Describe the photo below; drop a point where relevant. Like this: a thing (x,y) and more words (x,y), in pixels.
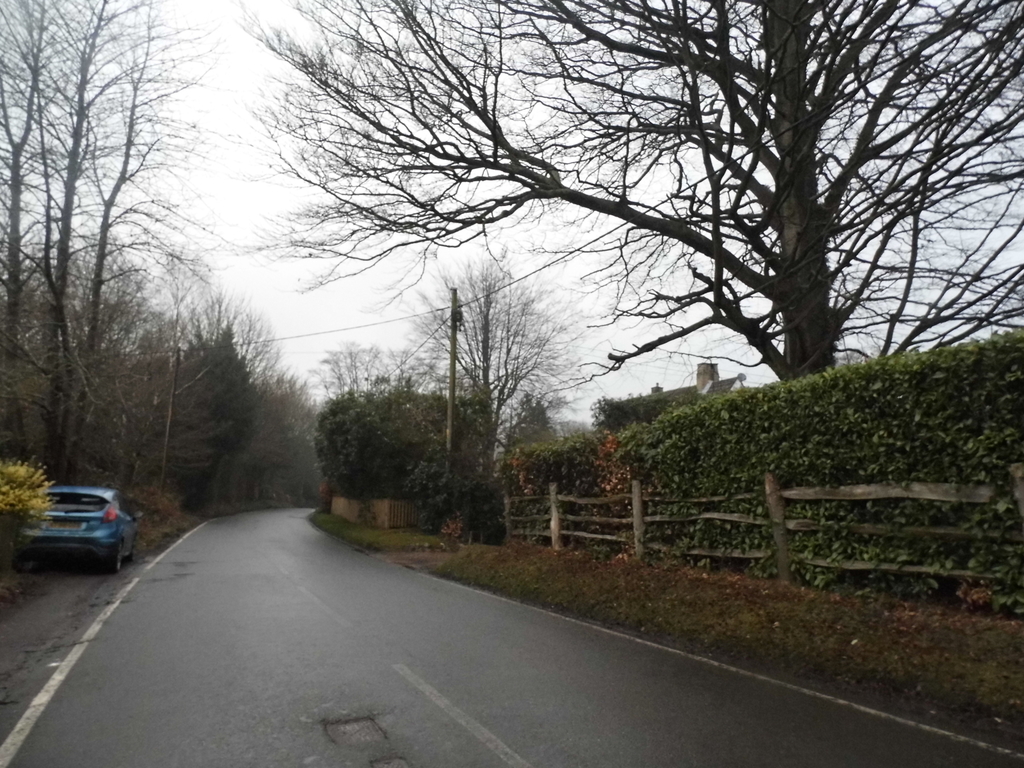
There are trees (427,363), there is car (75,520) on the road (263,579), this is sky (300,234).
